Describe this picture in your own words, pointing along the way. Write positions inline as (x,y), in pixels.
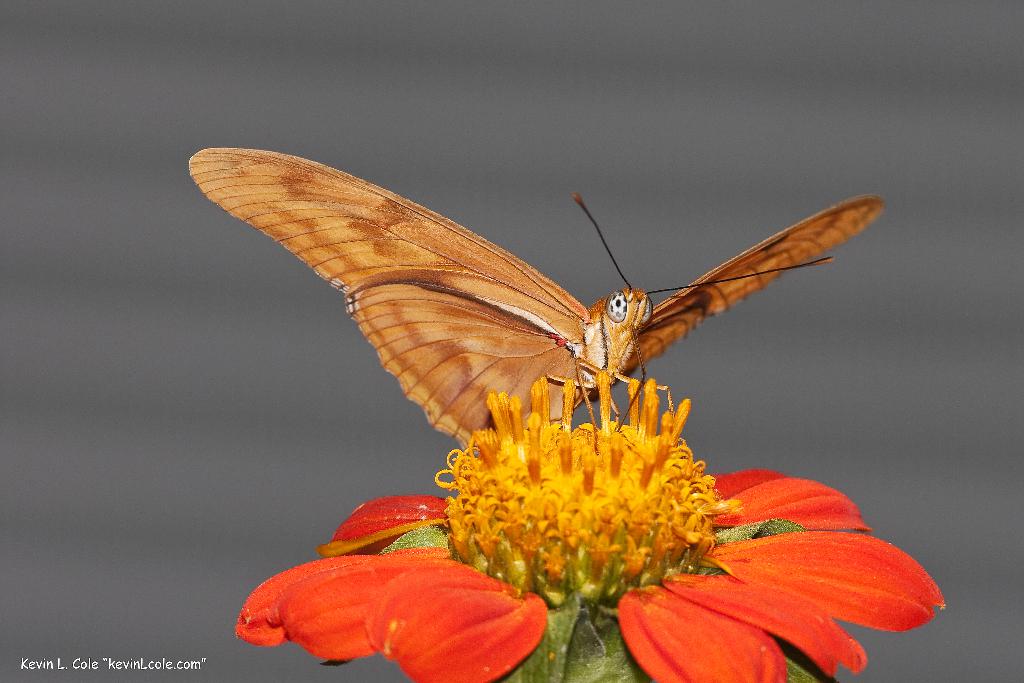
In this picture we can see a butterfly (822,263) on a flower (494,593).
